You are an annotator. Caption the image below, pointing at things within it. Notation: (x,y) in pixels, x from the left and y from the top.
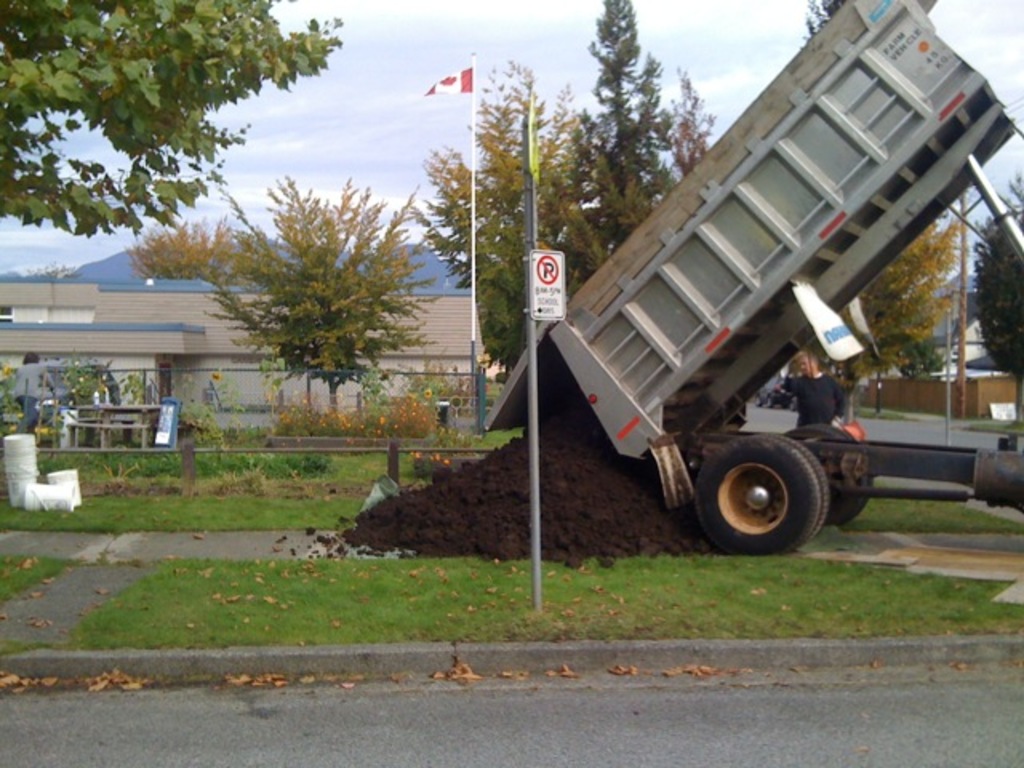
There is a road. On the ground (253,578) there is grass (519,588). There is a truck (515,399) with soil (522,484). Near to that there is a pole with a sign board (557,306). Also there is a flag (464,86) with a pole (472,239). There are trees (292,346). There is a building (470,319). In the background (355,132) there is sky (401,84). There are buckets (63,487). Also there is a person (805,388) standing.
